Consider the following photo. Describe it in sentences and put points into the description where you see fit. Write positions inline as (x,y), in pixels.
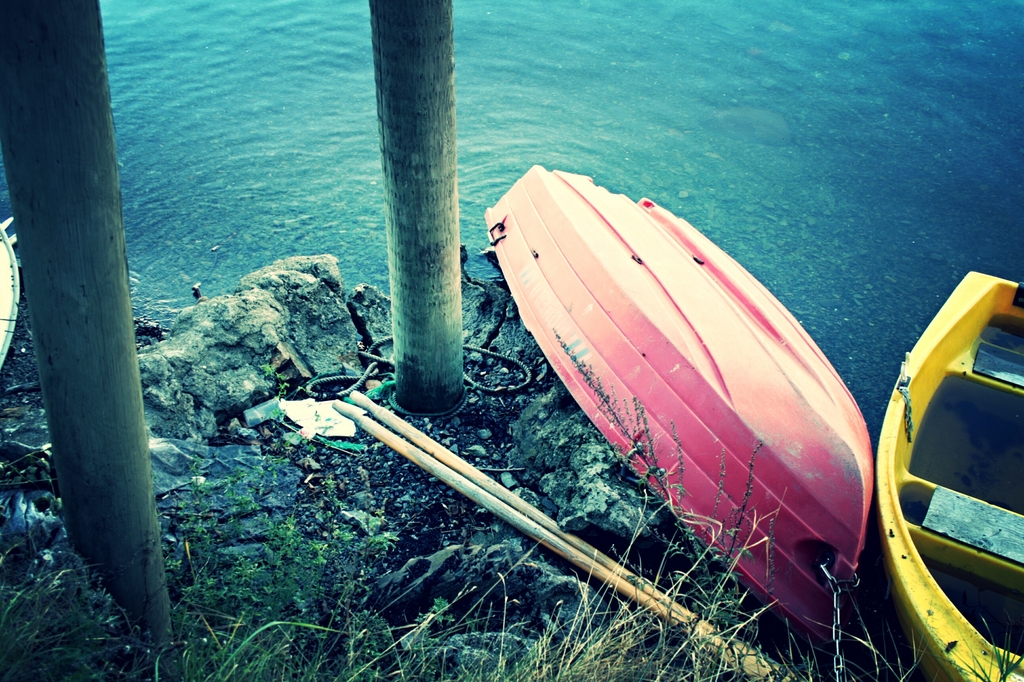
In this image, we can see boats (815,425), poles (59,428), rocks (486,540), plants (312,668) and water (1002,82).
